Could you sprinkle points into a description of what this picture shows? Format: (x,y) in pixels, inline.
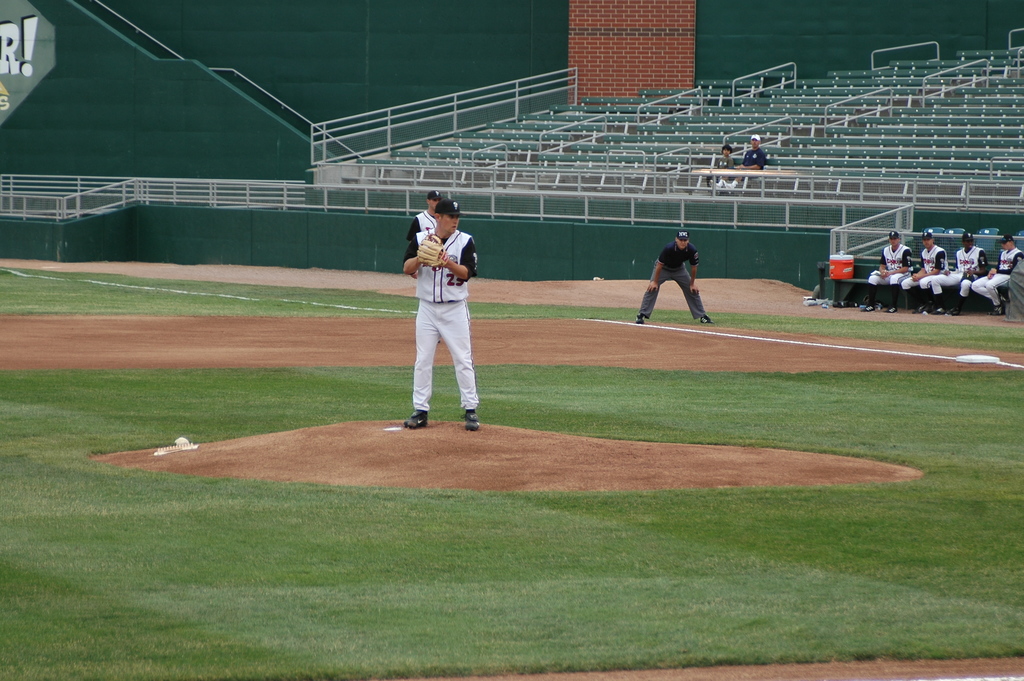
In this image we can see a few people (890,278), among them some are standing on the ground (591,429) and some are sitting, in the background (766,103), we can see a stadium (748,105) with some seats (742,117) and the wall (565,256).
